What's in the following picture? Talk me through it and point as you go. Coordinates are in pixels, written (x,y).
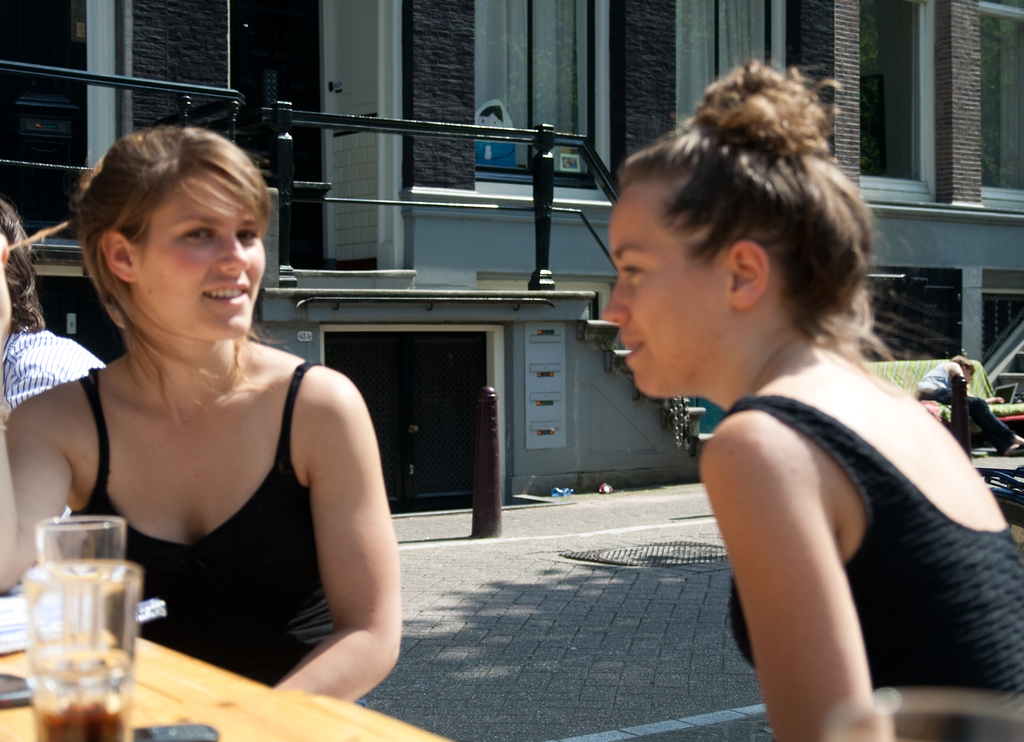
In this picture we can see two women (265,679) in black color dress (262,605). This is table (258,735), on the table (258,716) there are glasses (76,586). On the background (598,280) we can see a building (483,167). And this is road (569,615).
